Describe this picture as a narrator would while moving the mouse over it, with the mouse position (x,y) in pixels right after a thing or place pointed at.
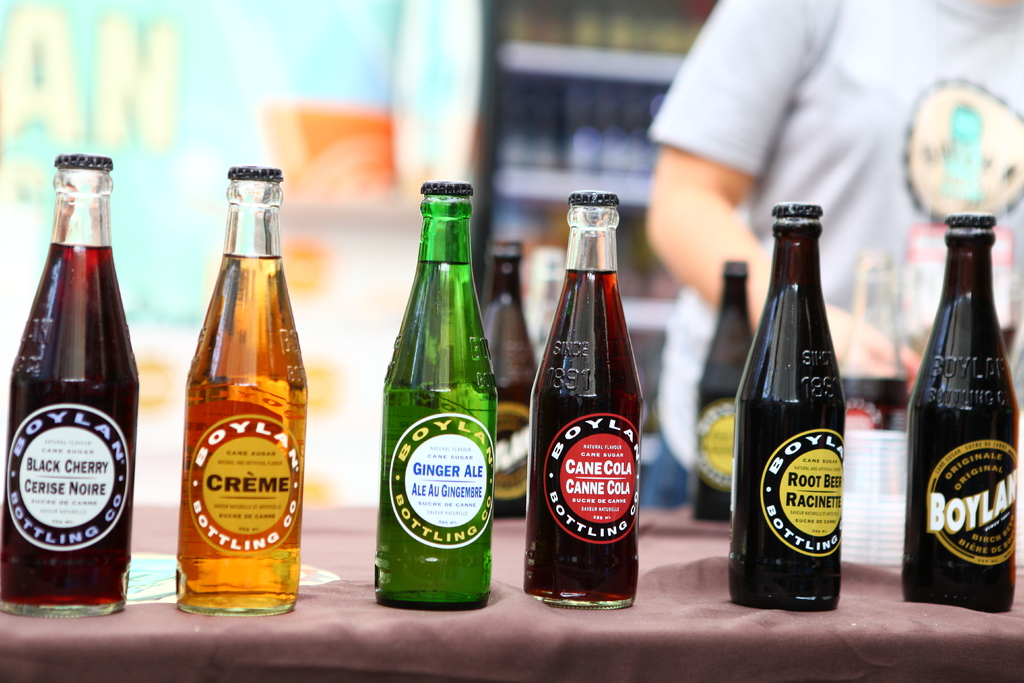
In this image i can see few glass bottles (279,363) on the table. In the background (698,209) i can see a person (844,88) standing and a rack (538,90).
